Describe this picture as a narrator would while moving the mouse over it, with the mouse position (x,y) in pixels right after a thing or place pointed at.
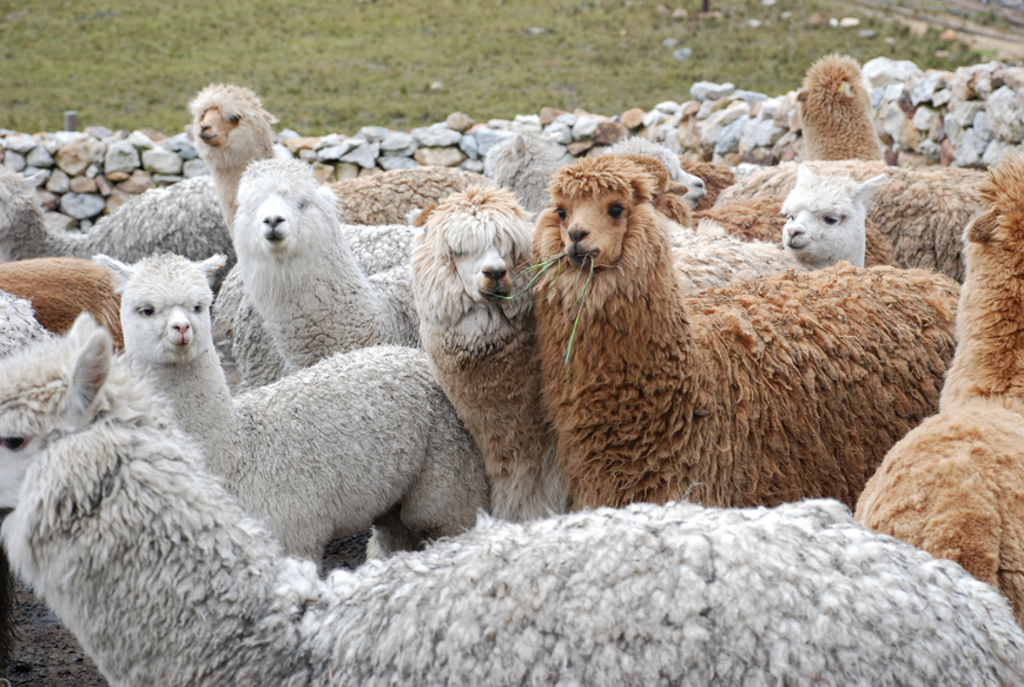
In this image we can see some animals (204,191) and in the background (895,105), we can see the stone wall (56,160) and grass (119,52) on the ground (462,33).
